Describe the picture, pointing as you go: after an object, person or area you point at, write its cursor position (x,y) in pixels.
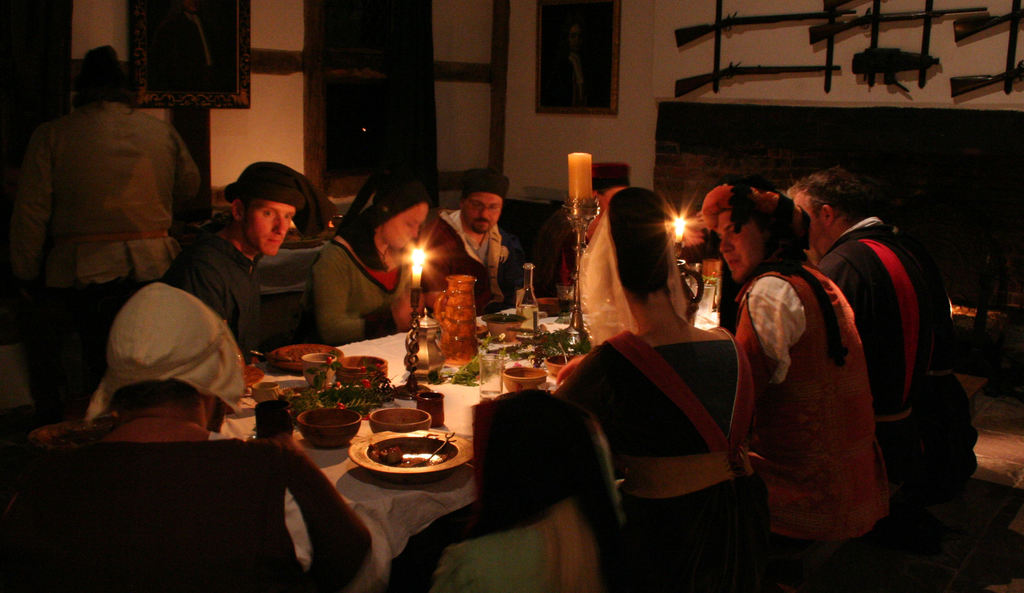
In this image we can see few people (335,495) sitting on the chairs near dining table (389,353). There are food items (388,455), bowls (385,415), plates (398,436), glasses (485,386), candle holders (577,258) and candles (575,185) on the top of the table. In the background of the image (897,71) we can see guns (883,66) hanged on the wall (779,42), few photo frames (588,79).
